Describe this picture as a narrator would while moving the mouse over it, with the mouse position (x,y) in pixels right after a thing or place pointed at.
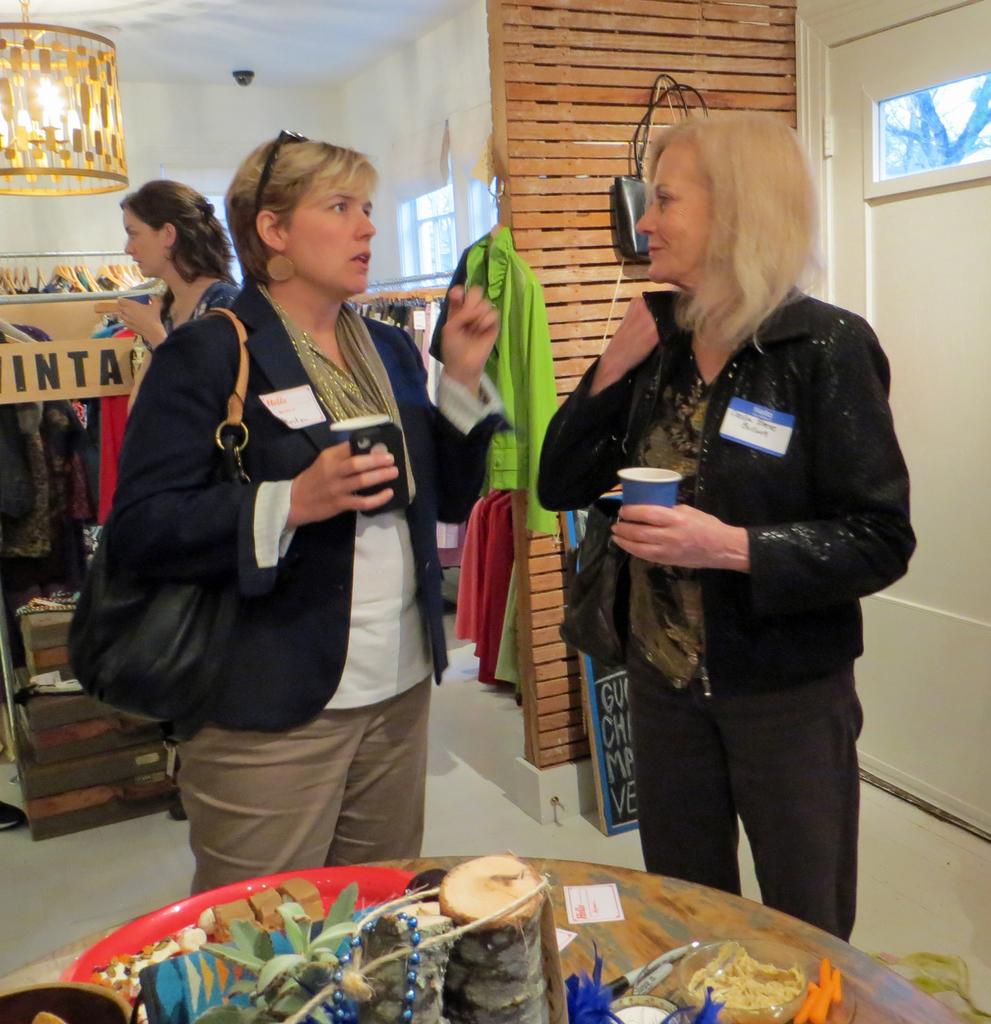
In this image we can see three people (308,253), they are holding glasses (637,474), two of them are wearing bags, there are clothes (59,408) hung to the hangers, there are some objects (429,881) on the table (608,909), there is a board (633,814) with text (626,703) on it, also we can see a door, a CCTV camera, and the walls (384,160).
